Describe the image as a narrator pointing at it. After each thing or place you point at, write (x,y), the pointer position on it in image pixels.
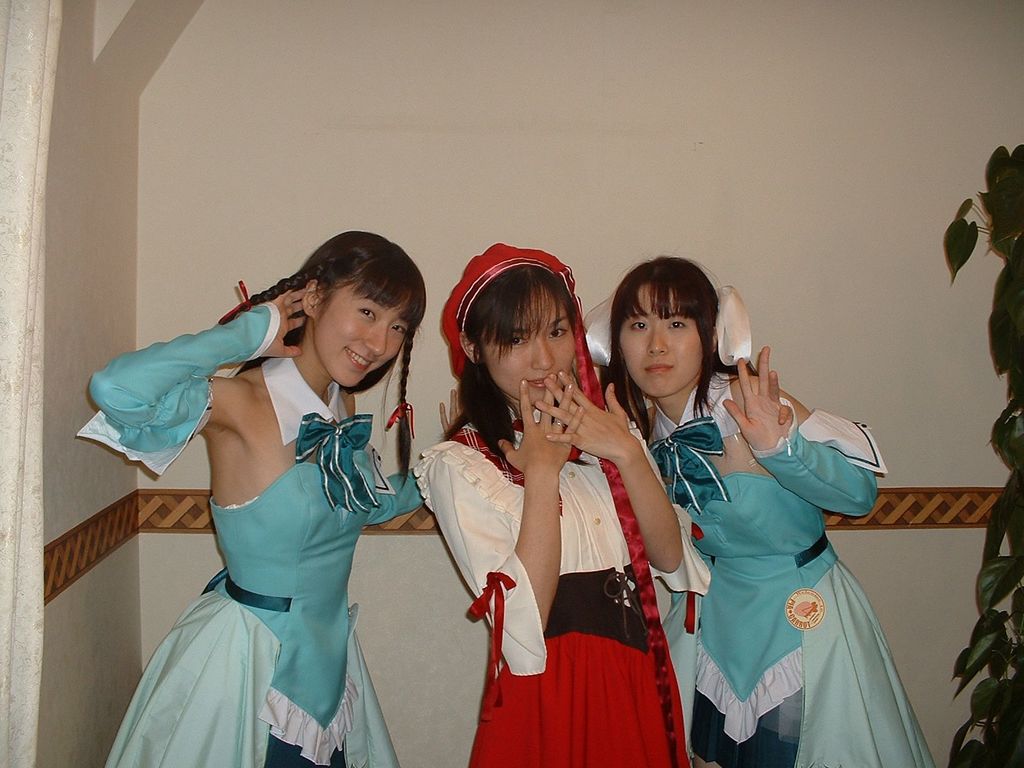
Here in this picture we can see three women (343,575) standing over a place in costumes (299,465) and we can see some of them are smiling and beside them on right side (1022,253) we can see a plant (1012,263) present over there.
